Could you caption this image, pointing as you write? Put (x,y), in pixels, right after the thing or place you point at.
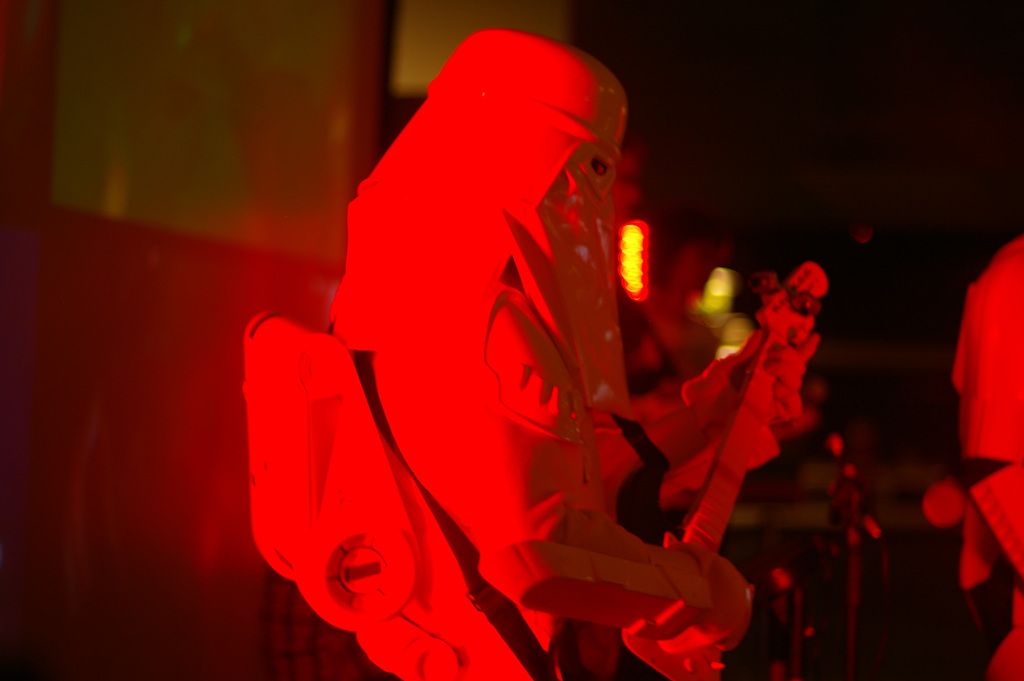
In this picture there is a man (485,343) wearing white color full dress (596,184) and playing a guitar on the stage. Behind there is a blur background (173,41).
